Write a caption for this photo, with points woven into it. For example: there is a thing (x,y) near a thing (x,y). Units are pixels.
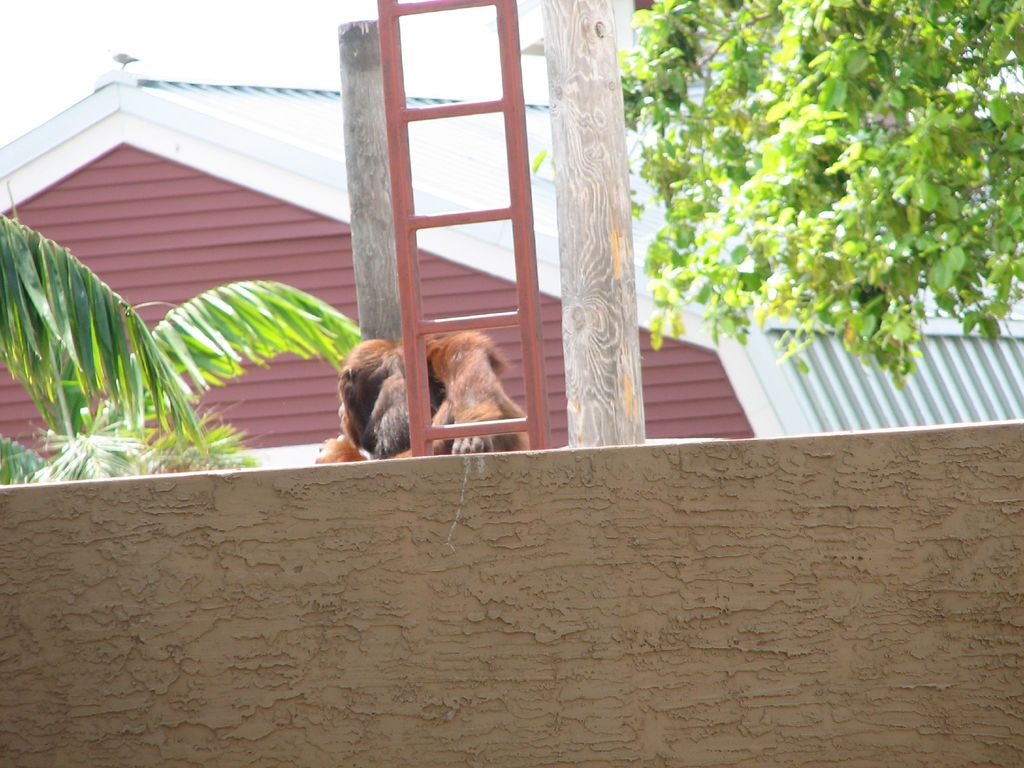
In the center of the image (431,373) we can see an animal (461,419), ladder (418,401), wooden trunk (596,221), trees (931,256), house (314,204) are there. At the bottom of the image (402,654) wall (449,605) is there. At the top of the image (231,63) sky (275,13) is there.
